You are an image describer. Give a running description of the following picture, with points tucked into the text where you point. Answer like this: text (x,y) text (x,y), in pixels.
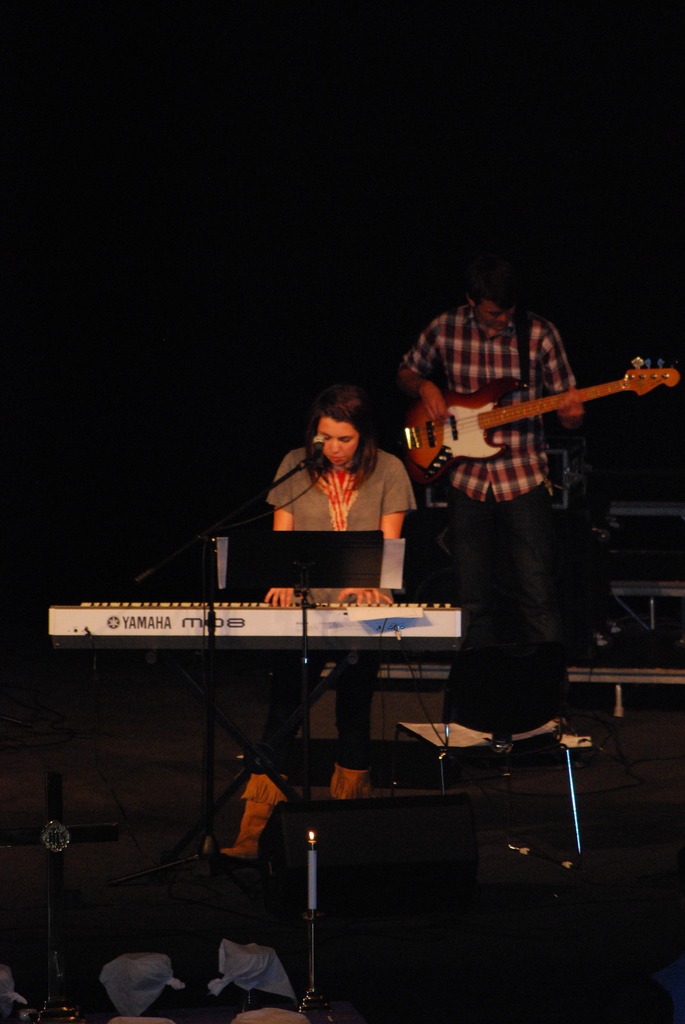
In this image i can see a woman (352,499) playing piano (354,617) and the back ground (518,331) i can see a man (526,329) standing and playing a guitar (493,421).
